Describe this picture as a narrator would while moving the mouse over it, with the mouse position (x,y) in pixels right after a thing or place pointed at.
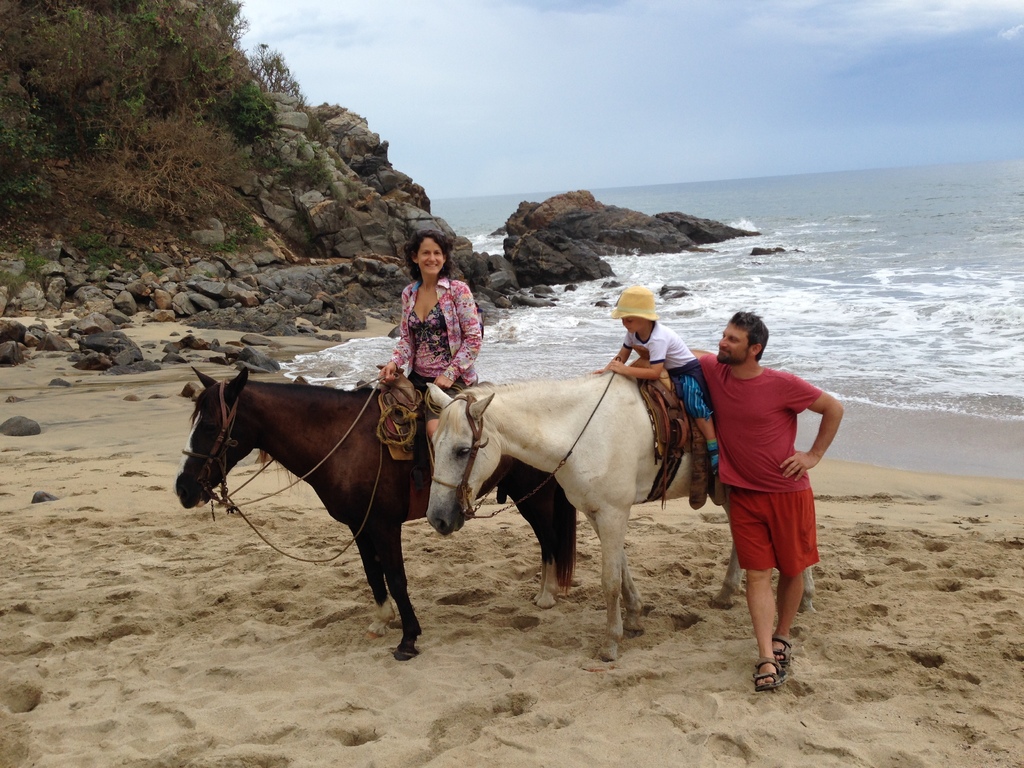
Completely an outdoor picture. These are stones (322,263). This is an ocean (887,344). This woman (431,257) is sitting on a brown horse (380,500). This kid (652,372) is sitting on a white horse (600,416). This man (726,399) is standing beside his horse (638,462). This is sand (373,670).
